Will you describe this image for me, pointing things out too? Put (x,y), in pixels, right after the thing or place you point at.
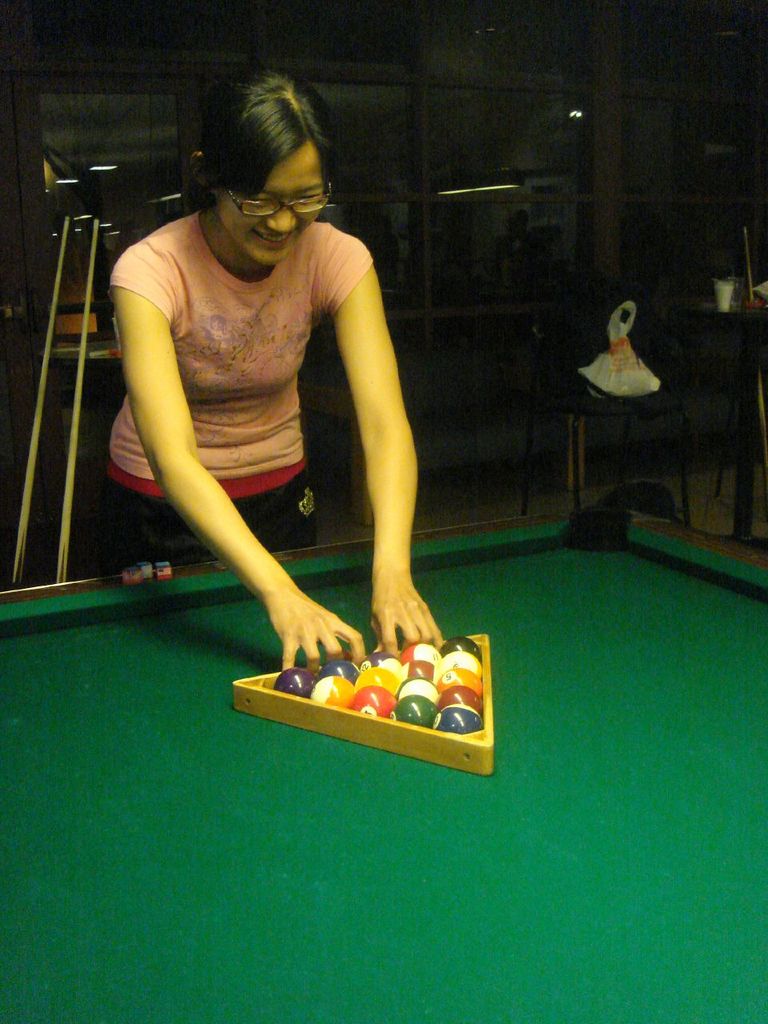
In this image we can see a girl (281,117). There is a billiard table (623,548). There are balls (412,712) on the table (134,723). In the background of the image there is a chair (582,334) on which there is a cover (626,339). There is a table (762,323). There is a glass door (585,145).
